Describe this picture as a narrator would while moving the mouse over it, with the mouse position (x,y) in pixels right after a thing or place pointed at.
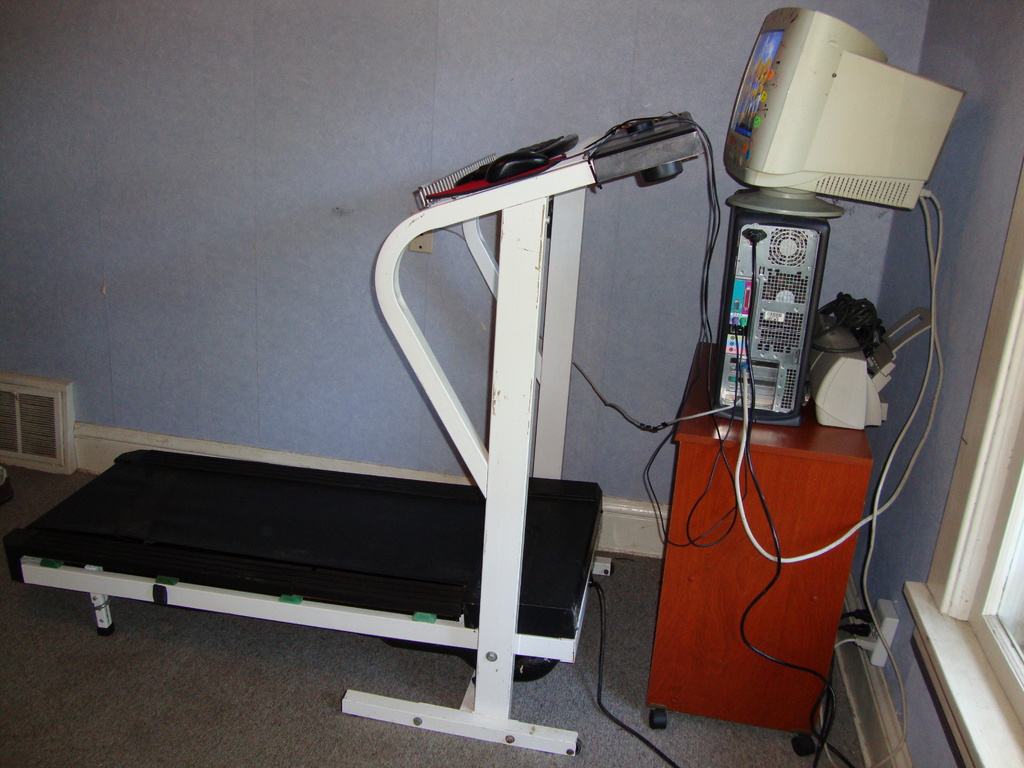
This image consists of a treadmill (436,537). There is a desktop (752,125) at the top (731,198). There is a CPU (782,410) in the middle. There is a table (675,560) in the middle (680,510). There is a window (938,637) on the right side (982,598).
